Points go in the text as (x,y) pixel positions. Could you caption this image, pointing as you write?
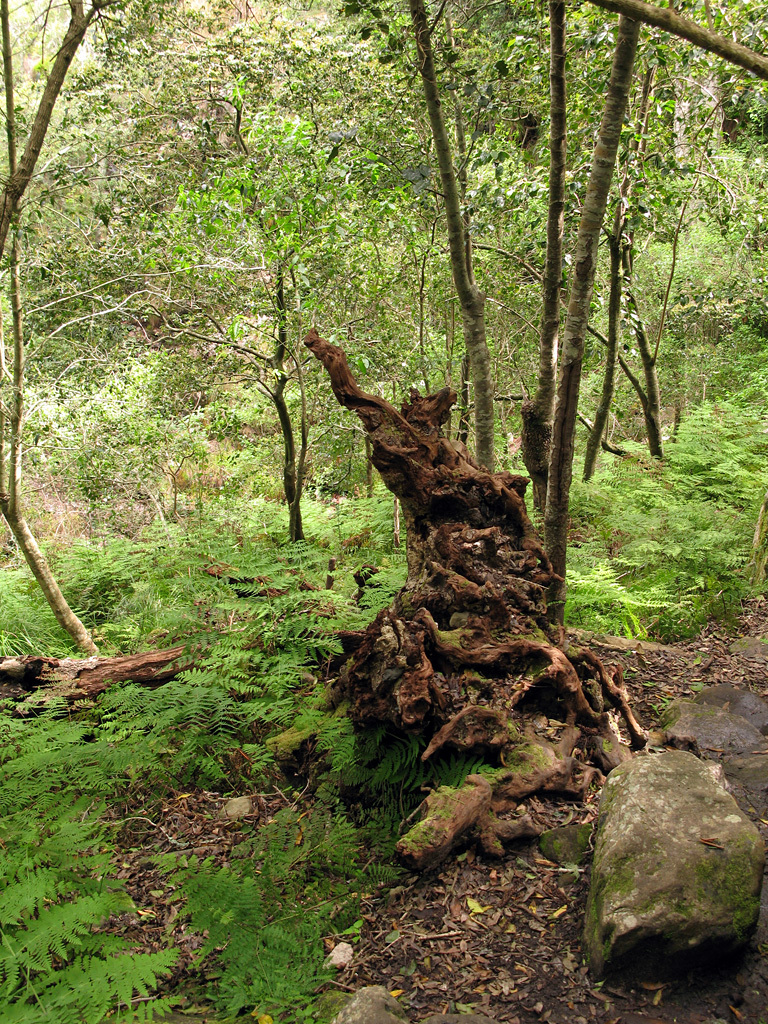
In this image we can see shredded leaves (501,906) on the ground (557,818), rocks (662,829), plants (187,716), logs (437,442) and trees (523,194).
